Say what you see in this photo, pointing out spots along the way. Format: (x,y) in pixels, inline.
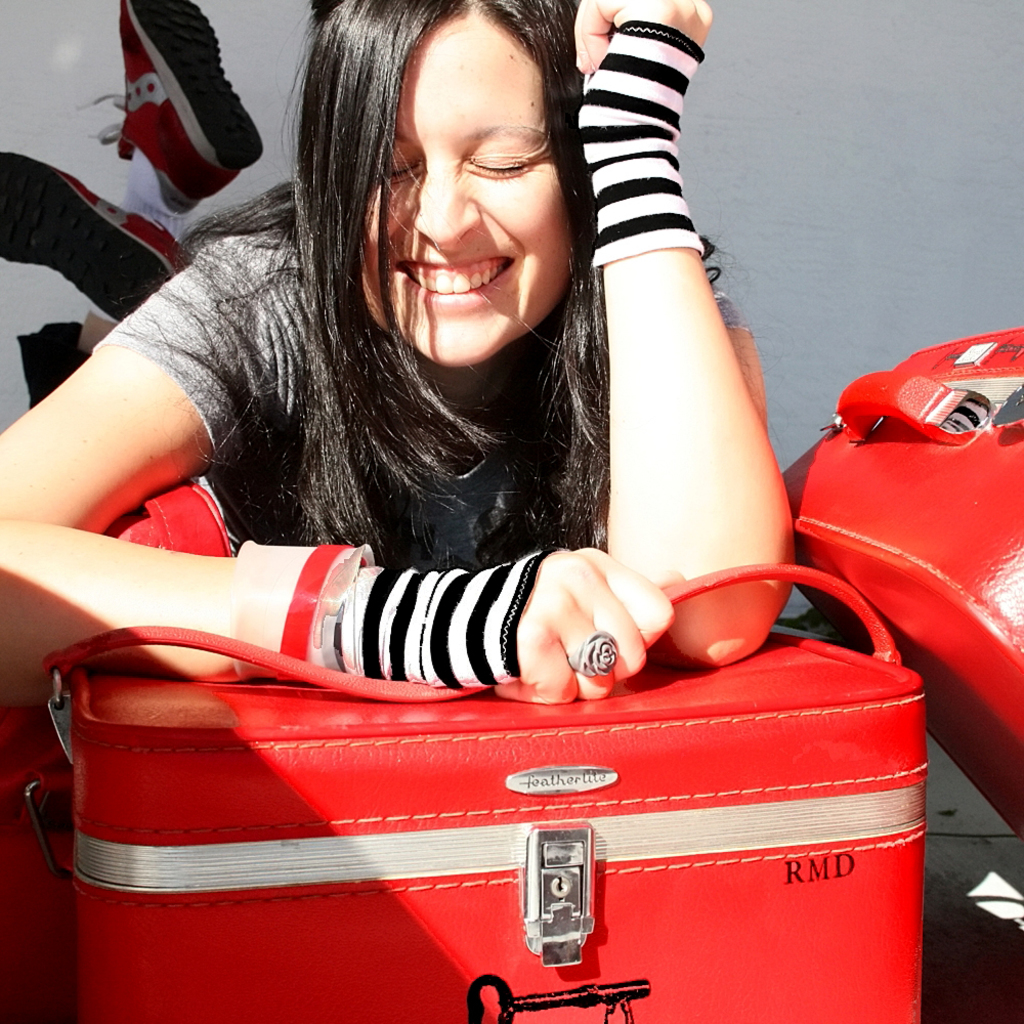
In the image we can see there is a woman (469,320) who is smiling and she is holding a red colour suitcase handle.
